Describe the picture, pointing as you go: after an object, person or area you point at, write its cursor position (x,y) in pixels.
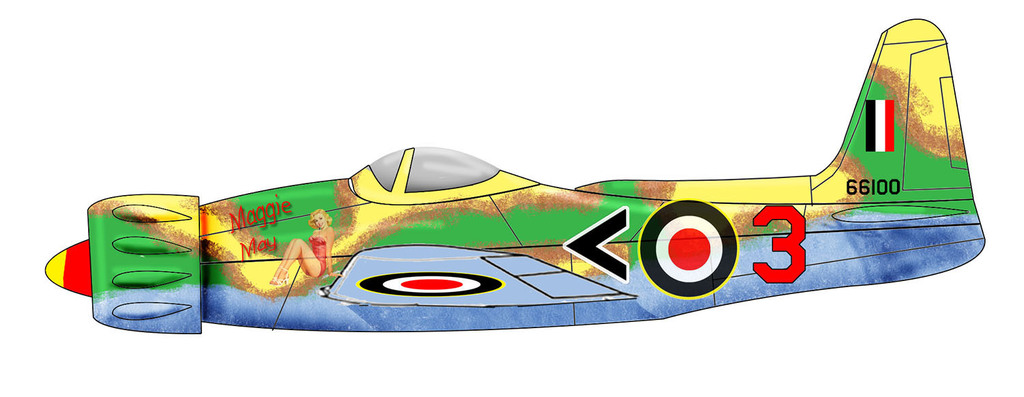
It is an animated image of an airplane (398,273), there are some paintings (249,251) done on the airplane (662,242).
